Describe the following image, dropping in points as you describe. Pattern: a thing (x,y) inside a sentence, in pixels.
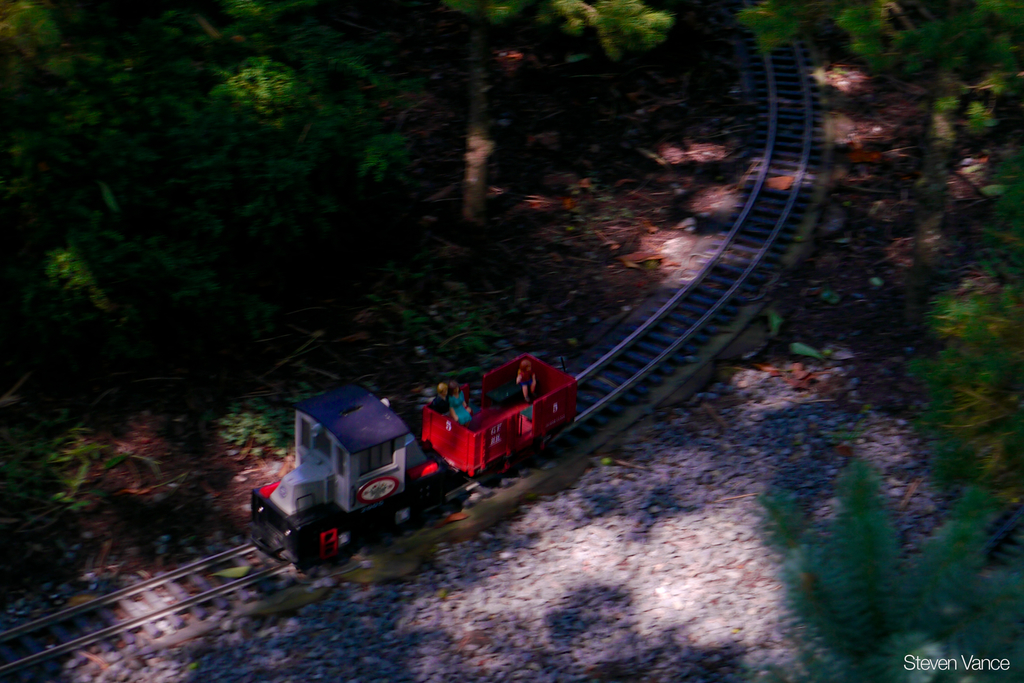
There is a toy train (360,410). There are plants (842,617) and stones (734,653).
